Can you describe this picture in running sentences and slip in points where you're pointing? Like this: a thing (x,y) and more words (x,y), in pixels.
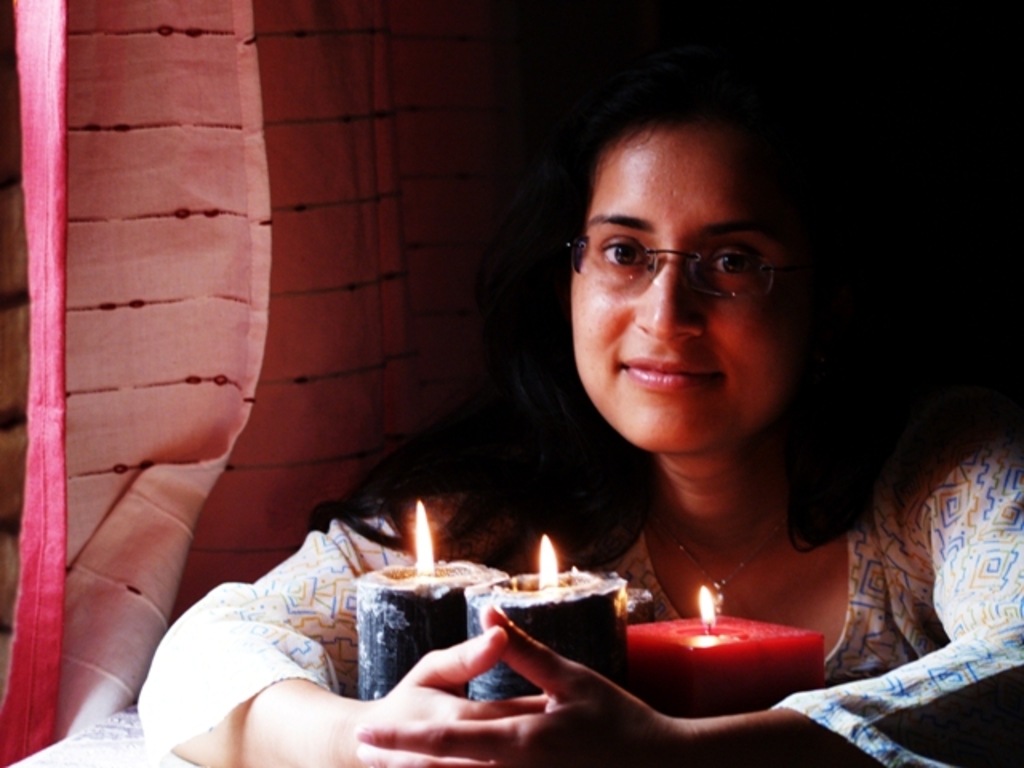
In this image we can see a lady (701,467) wearing glasses (705,280). At the bottom (661,675) there are candles (779,664). In the background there is a curtain (239,254).
